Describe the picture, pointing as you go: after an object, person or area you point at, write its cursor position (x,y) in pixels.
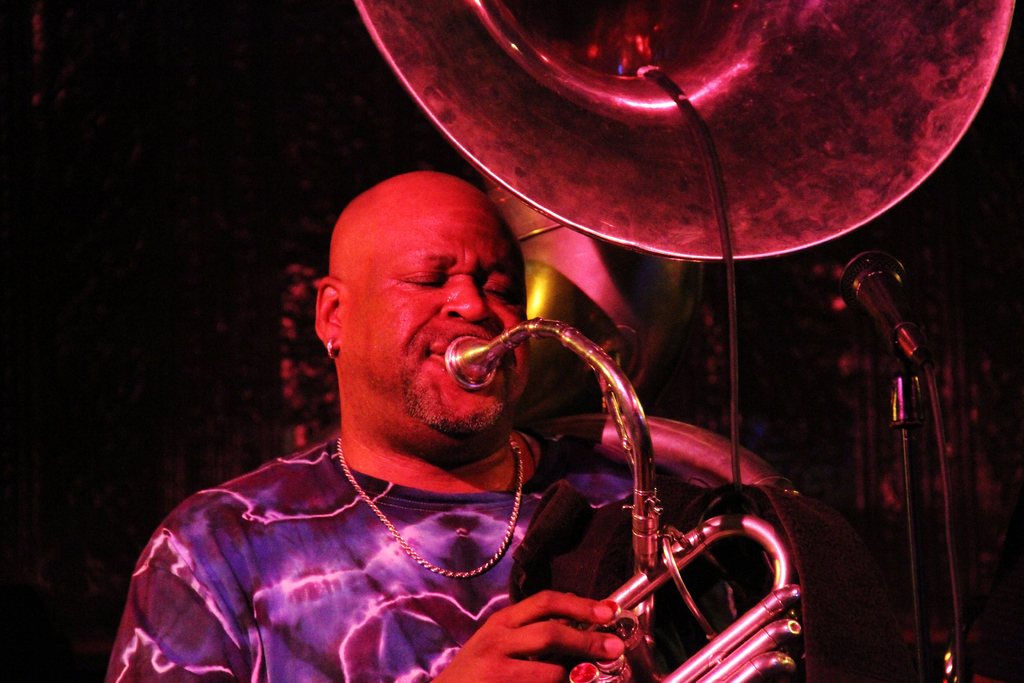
In this image there is one person (446,385) who is holding a musical instrument (626,388) and playing, on the right side (853,279) there is one mike (865,275).
